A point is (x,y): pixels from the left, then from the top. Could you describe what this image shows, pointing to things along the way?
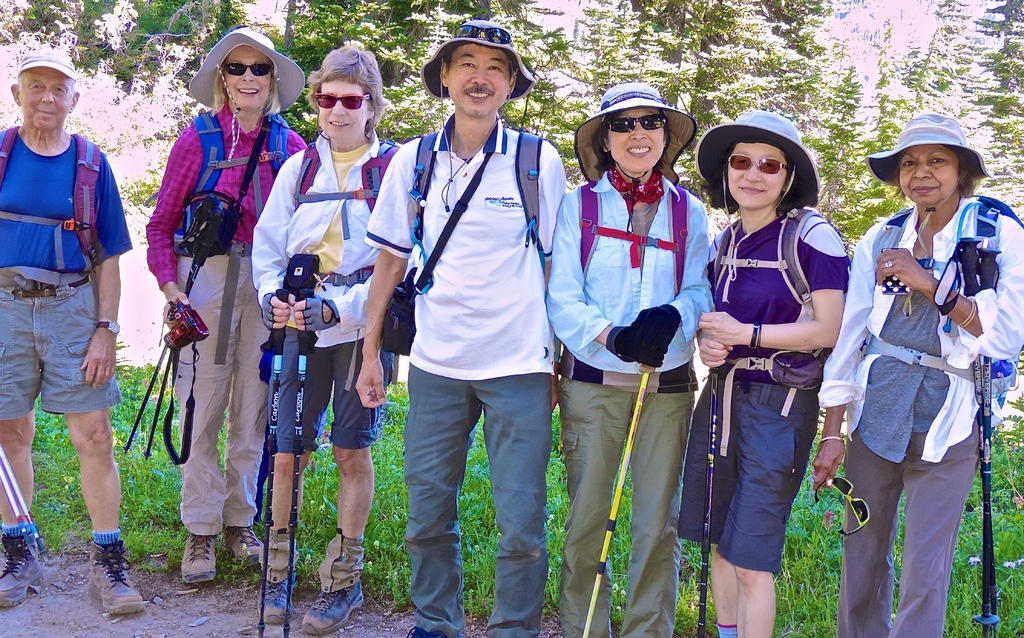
In the image we can see there are people (390,288) standing and they are wearing hats (57,75) and sunglasses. The people (506,494) are holding sticks (711,464) in their hands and there is a person (217,349) holding camera (181,335) in her hand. There is ground (60,467) covered with grass (119,457) and behind there are trees (386,120).
